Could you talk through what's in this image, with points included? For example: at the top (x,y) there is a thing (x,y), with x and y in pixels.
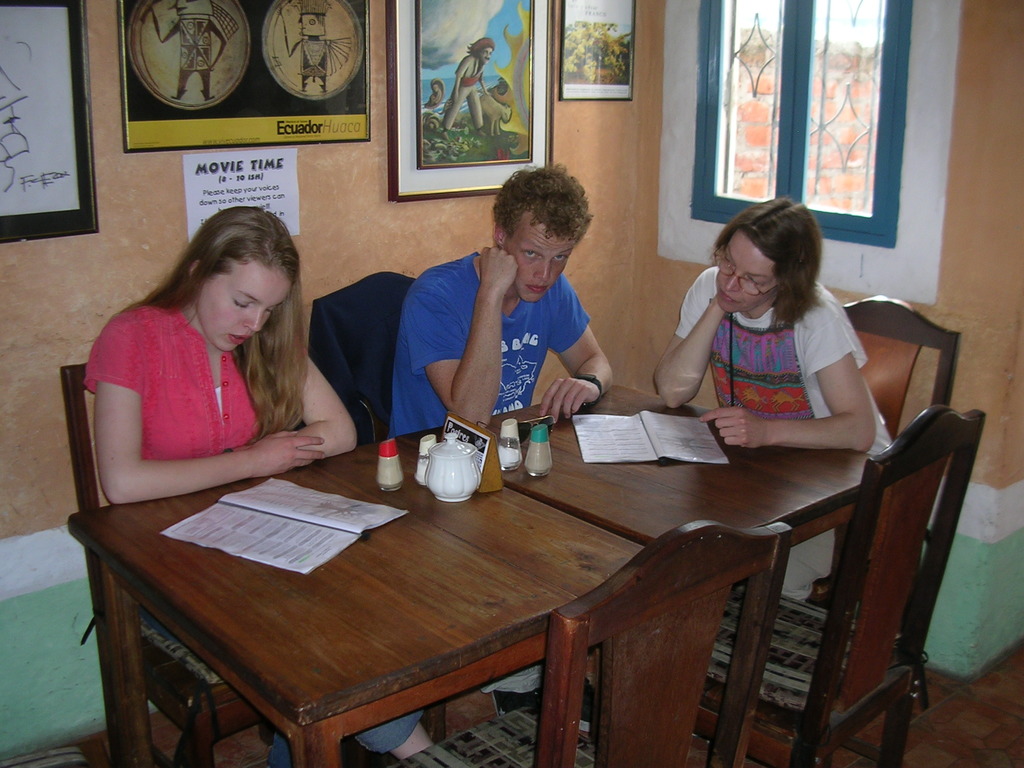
In this image we can see this three persons (790,403) are sitting on the chairs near the table (346,477). We can see books (621,430), jar (466,467) and bottles (514,446) on the table (554,464). In the background (528,81) we can see photo frames (310,128) on the wall (582,120) and window (828,154).
